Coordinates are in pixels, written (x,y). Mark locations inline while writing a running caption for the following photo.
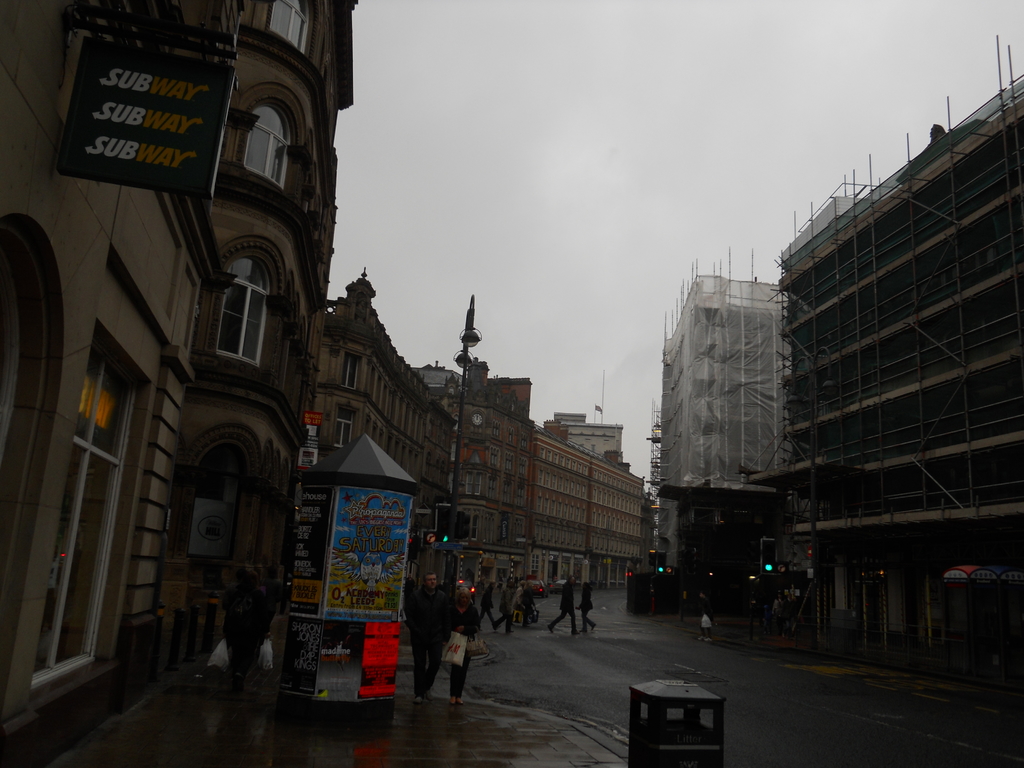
In this image in the center (468,455) there are buildings (410,469), there are persons (523,602) and the sky (590,150) is cloudy.
